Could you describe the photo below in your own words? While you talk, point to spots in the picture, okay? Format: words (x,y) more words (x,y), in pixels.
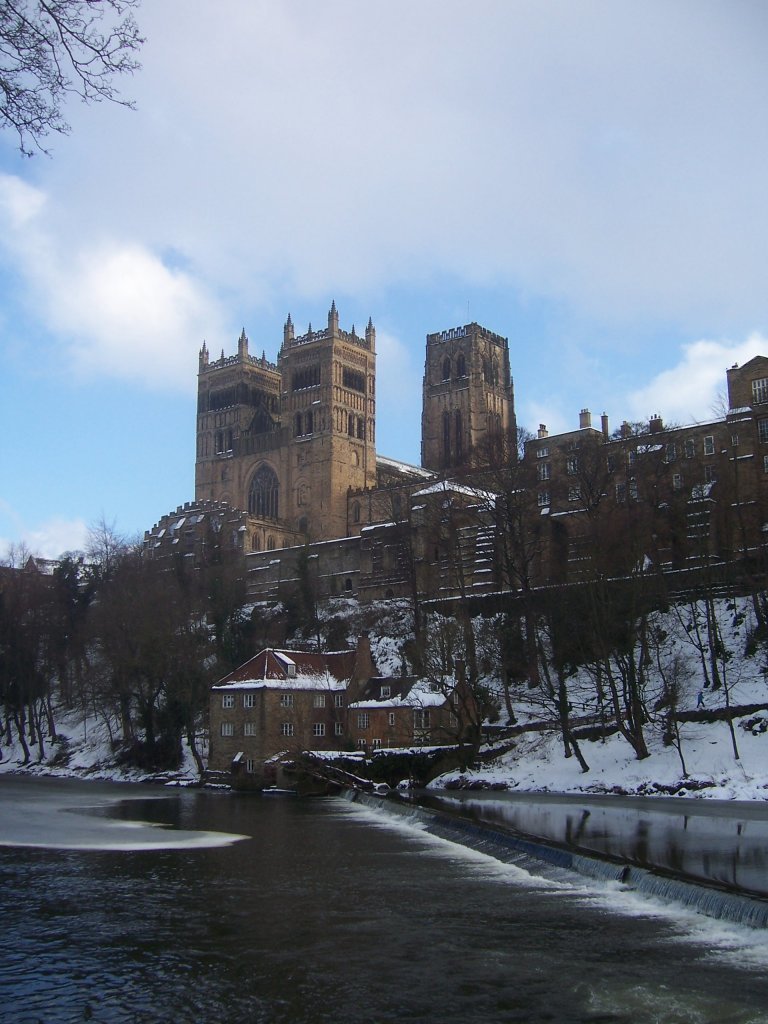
In this image we can see buildings (267,593), trees (183,649), snow (655,718) on the ground (491,701), sky (759,298) with clouds (296,292) and water (291,917).
